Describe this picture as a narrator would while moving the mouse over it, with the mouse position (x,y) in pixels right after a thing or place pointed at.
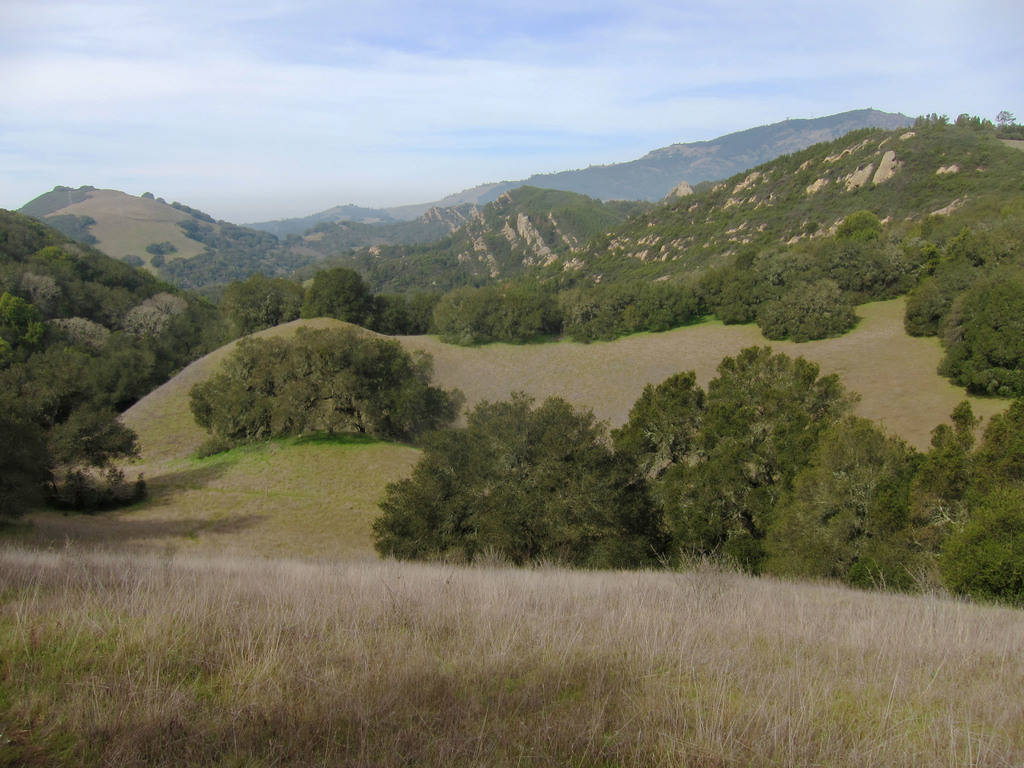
In this image I can see some grass (549,653) on the ground (487,700) and few trees (656,465) which are green in color. In the background (724,228) I can see few mountains (639,226) and the sky (455,127).
